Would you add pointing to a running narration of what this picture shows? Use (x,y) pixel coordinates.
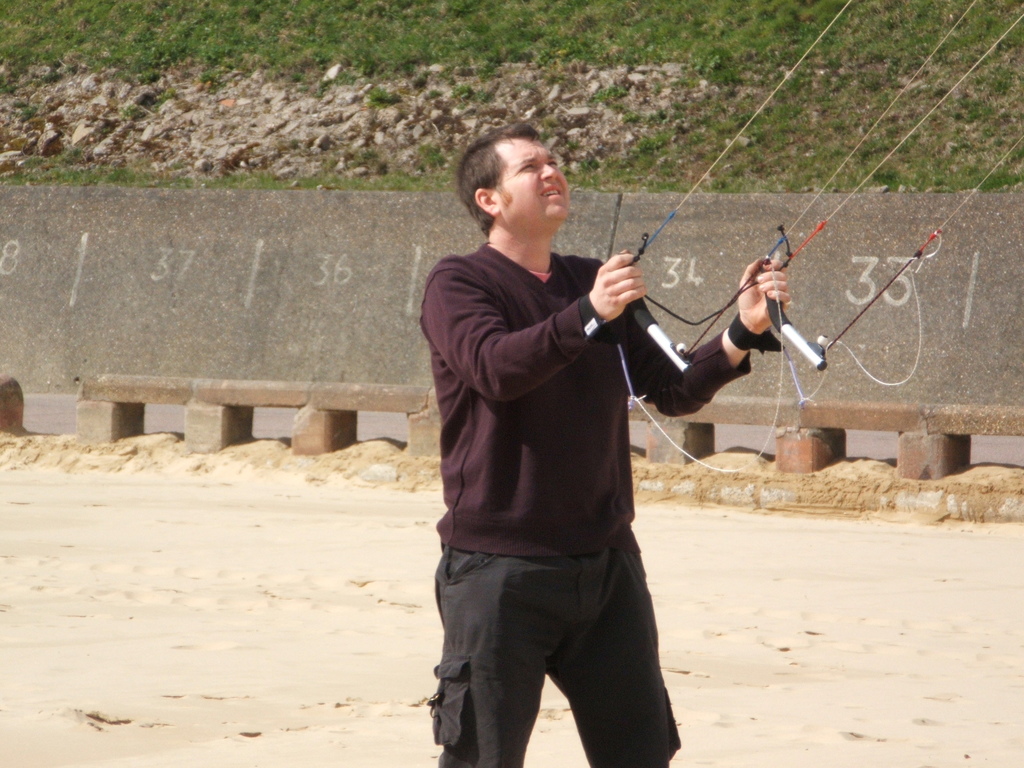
In this image we can see a man (531,519) standing on the surface (415,587) holding the rods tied with the ropes (746,284). On the backside (286,299) we can see a wall (263,338) with some numbers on it, some stones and grass (335,64).
